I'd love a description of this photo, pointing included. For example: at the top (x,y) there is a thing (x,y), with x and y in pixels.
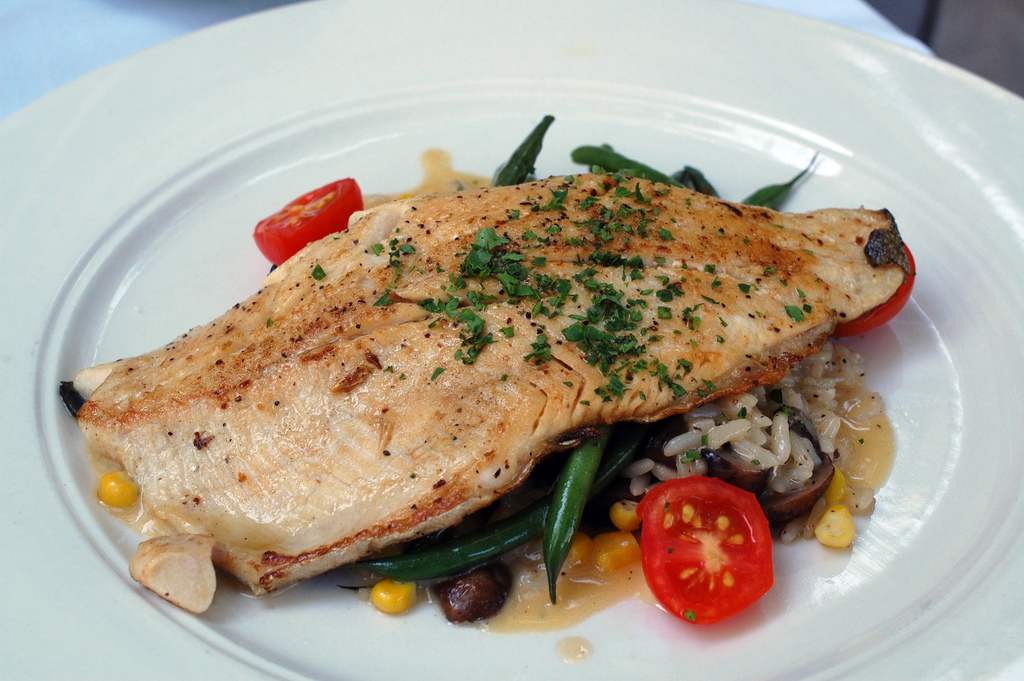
In this image, we can see some food (512,367) on the plate (902,465).
